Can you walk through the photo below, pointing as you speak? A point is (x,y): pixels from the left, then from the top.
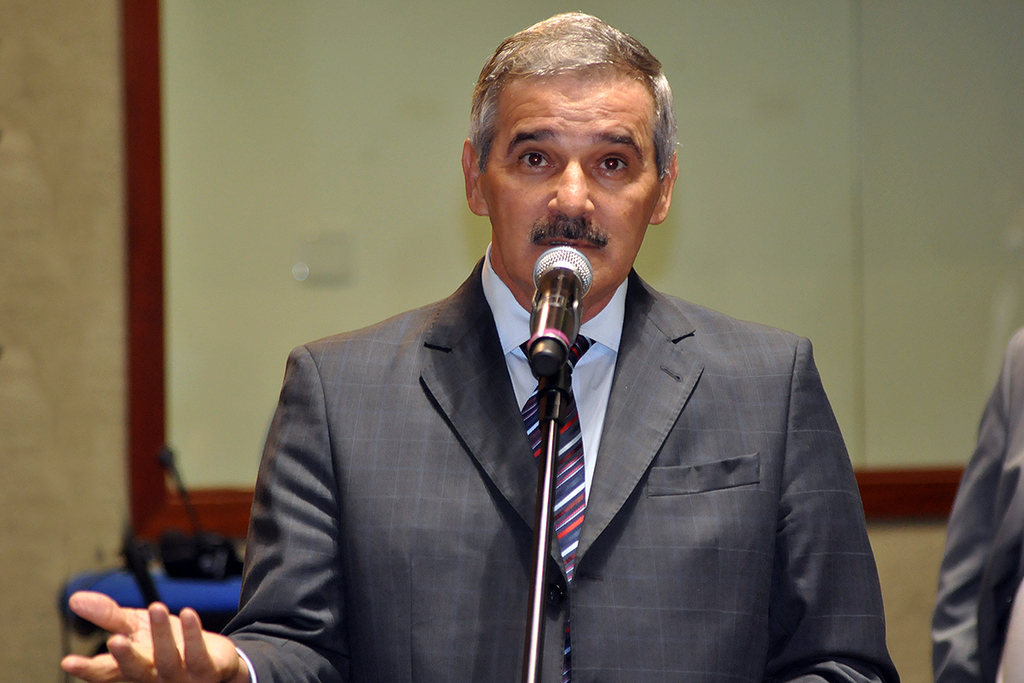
In this image we can see a person (712,423) wearing a coat (672,416) and a tie (572,444) is standing in front of a microphone (545,334) placed on a stand (539,526). In the background (985,331) we can see a board (178,358) and a person (1018,501).
